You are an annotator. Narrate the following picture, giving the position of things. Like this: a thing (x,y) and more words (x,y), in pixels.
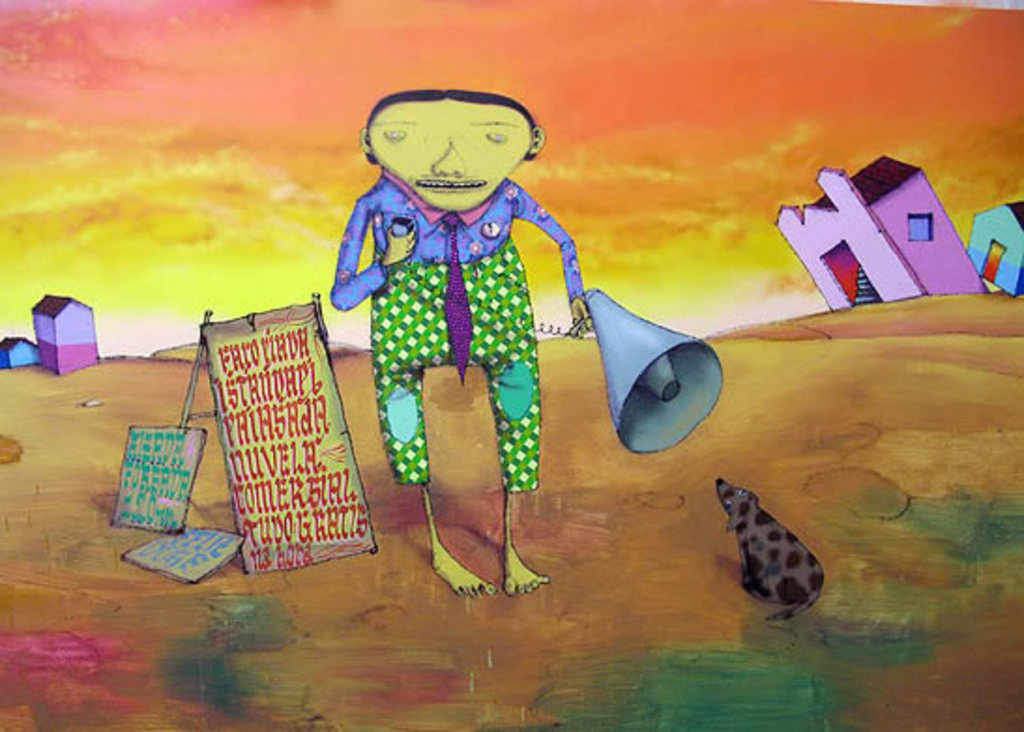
There is an animated image, where we can see a person (435,363), posters (132,496) and houses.
